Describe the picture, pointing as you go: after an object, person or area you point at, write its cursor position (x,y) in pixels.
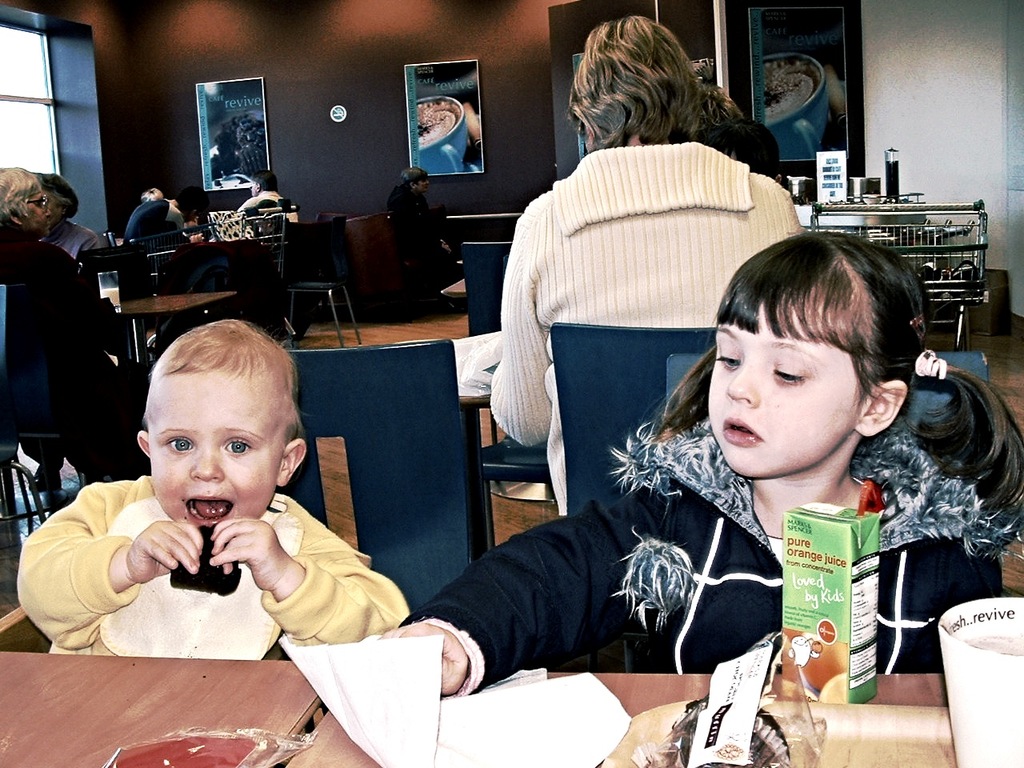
In this image in the foreground (394,558) there are two children (520,559) who are sitting on chairs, and in front of them there is one table (92,711). On the table (166,701) there are some food items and tissue papers (385,693) and in the background (407,225) there are some people (136,232) who are sitting on chairs (134,287), and also there are some tables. On the tables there are some bottles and glasses (104,286) and on the wall (191,111) there are some photo frames (253,144). On the right side (924,234) there are some machines (956,291), bottles (888,163) and some boards (839,163), on the left side (42,106) there is one window (42,116).
